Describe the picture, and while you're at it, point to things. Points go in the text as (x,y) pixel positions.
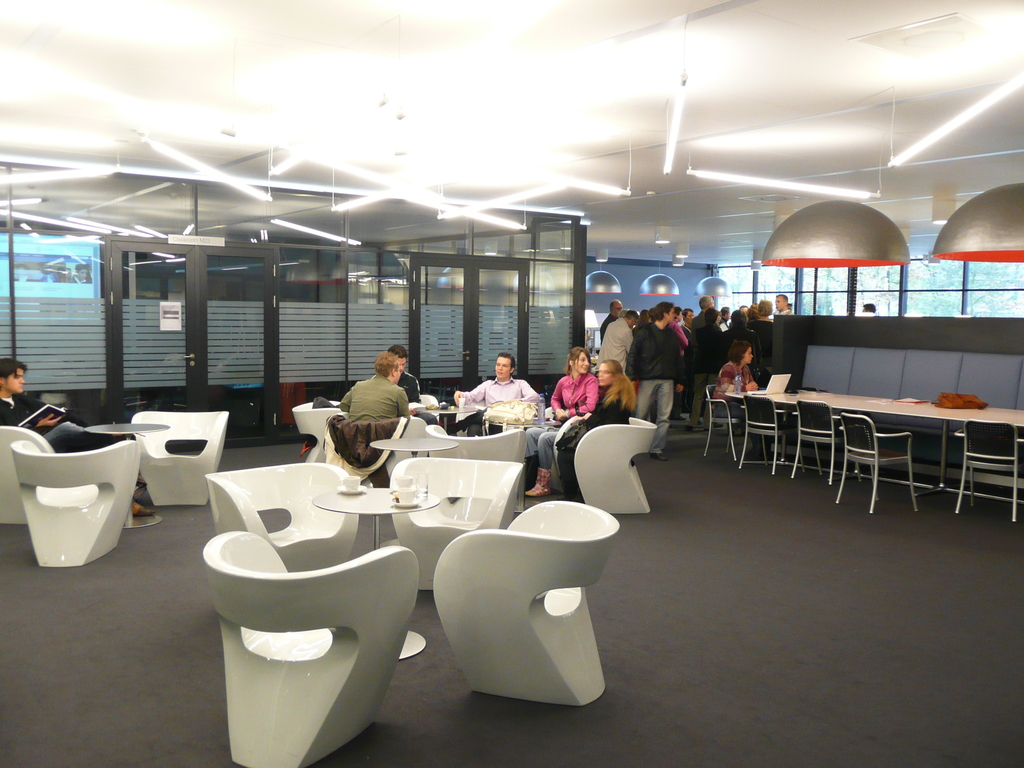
In this image I can see the floor (758,620), few chairs (588,646) which are white in color on the floor (187,550), few persons (148,480) sitting, few tables (366,498), few cups (409,485) on the tables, few persons (659,320) standing, the glass doors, the ceiling (524,190), few lights (563,181) to the ceiling (312,133) and few glass windows (856,300) through which I can see few trees (878,295).
